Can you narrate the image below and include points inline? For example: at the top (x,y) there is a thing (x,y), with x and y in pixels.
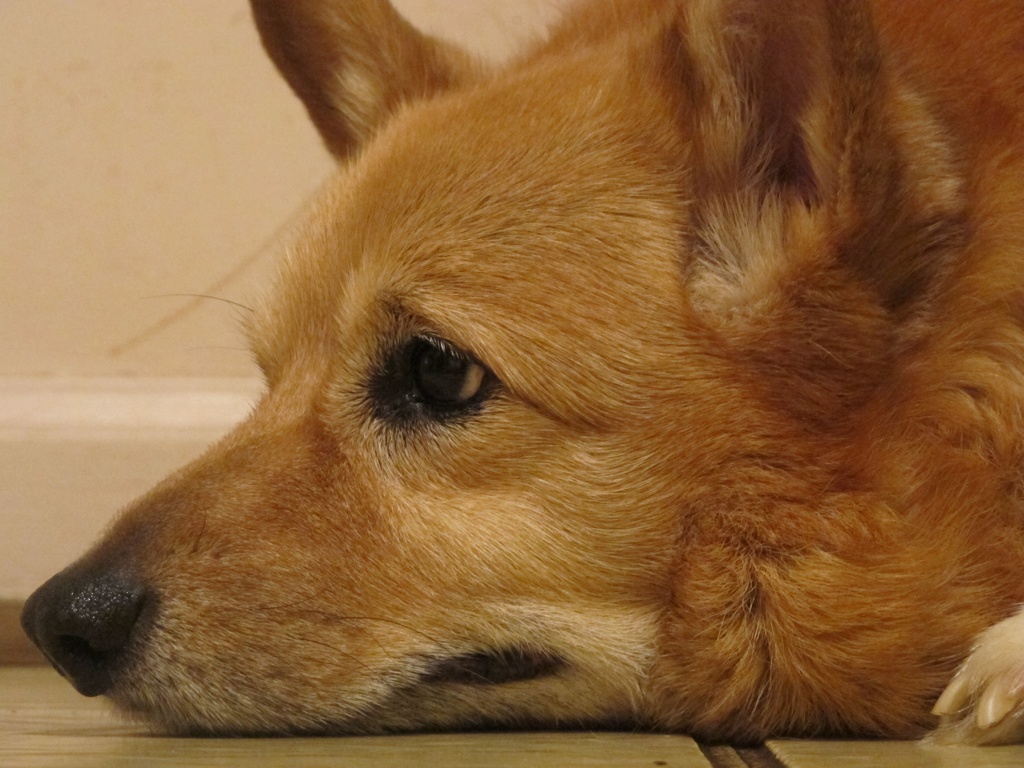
In front of the image there is a dog (540,526) lying on the floor (451,756). Behind the dog (346,233) there is a wall (212,172).
